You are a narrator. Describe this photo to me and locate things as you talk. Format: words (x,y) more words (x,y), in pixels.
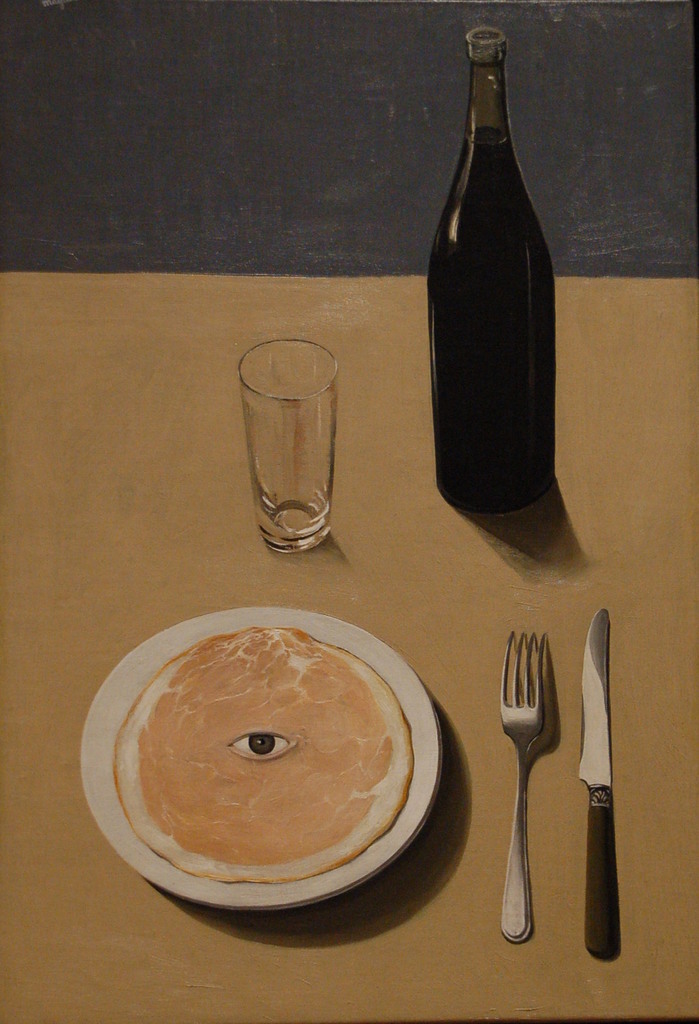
In this picture there is a plate (289,809) on which some food (275,692) was placed. There is a fork (517,825), knife (601,731), bottle (509,412) and a glass (275,442) placed on the table (418,565).
